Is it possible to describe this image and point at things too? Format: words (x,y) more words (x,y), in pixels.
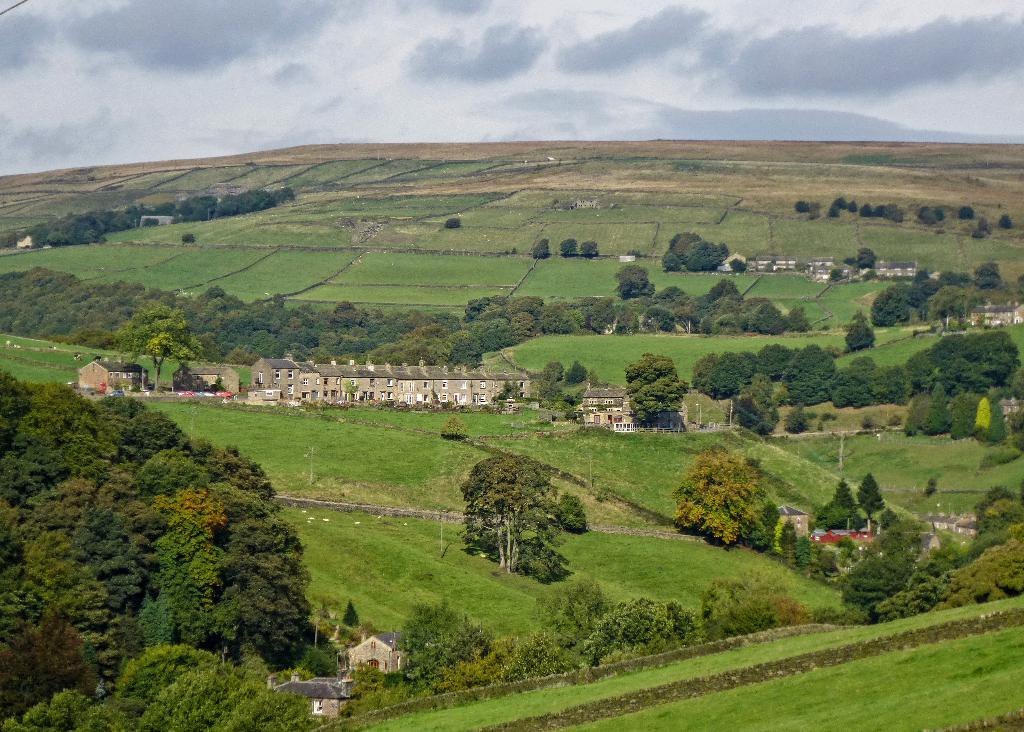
In this image there are few houses (260,371), buildings (260,371). There are few crop fields (383,267). Middle of the image (517,473) there are few trees (633,373) on the land (408,569) having grass (428,556). Top of the image (418,52) is sky (706,45) with some clouds (715,62). Left bottom there are few trees (254,667). Beside there are few houses (334,692).
